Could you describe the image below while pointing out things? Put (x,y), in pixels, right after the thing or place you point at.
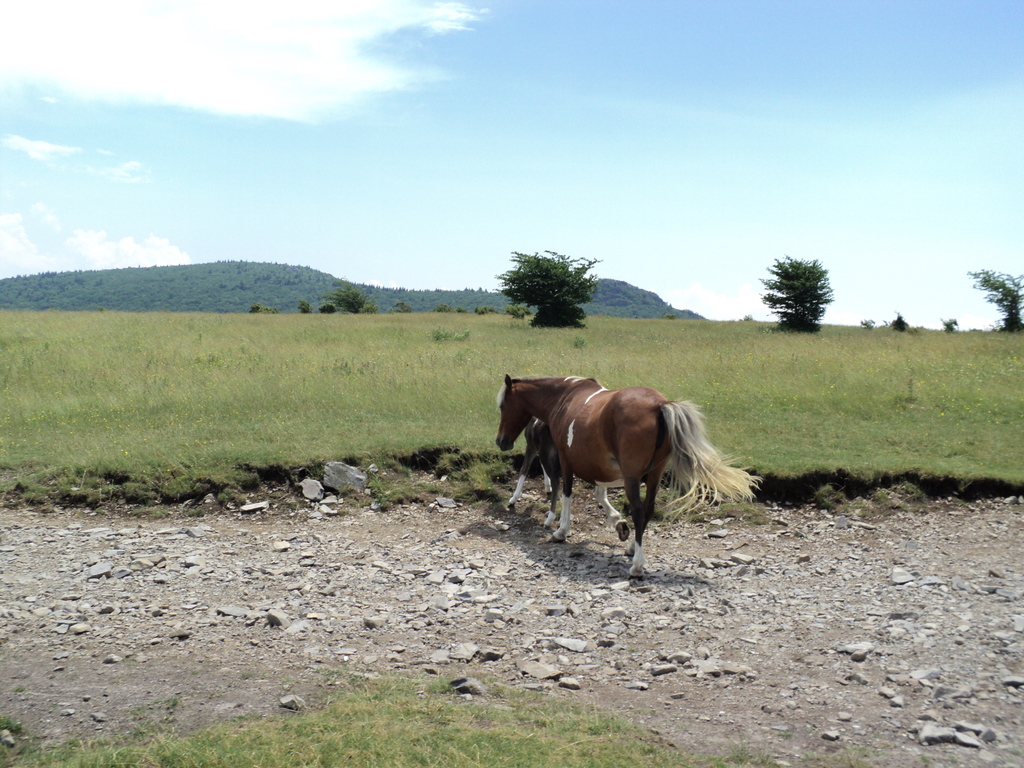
In this picture we can see a horse (506,409) and an animal (540,437) on the path (406,658). There are few stones (500,599) and some grass (614,766) on the ground (175,446). Few trees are visible in the background (213,292).
